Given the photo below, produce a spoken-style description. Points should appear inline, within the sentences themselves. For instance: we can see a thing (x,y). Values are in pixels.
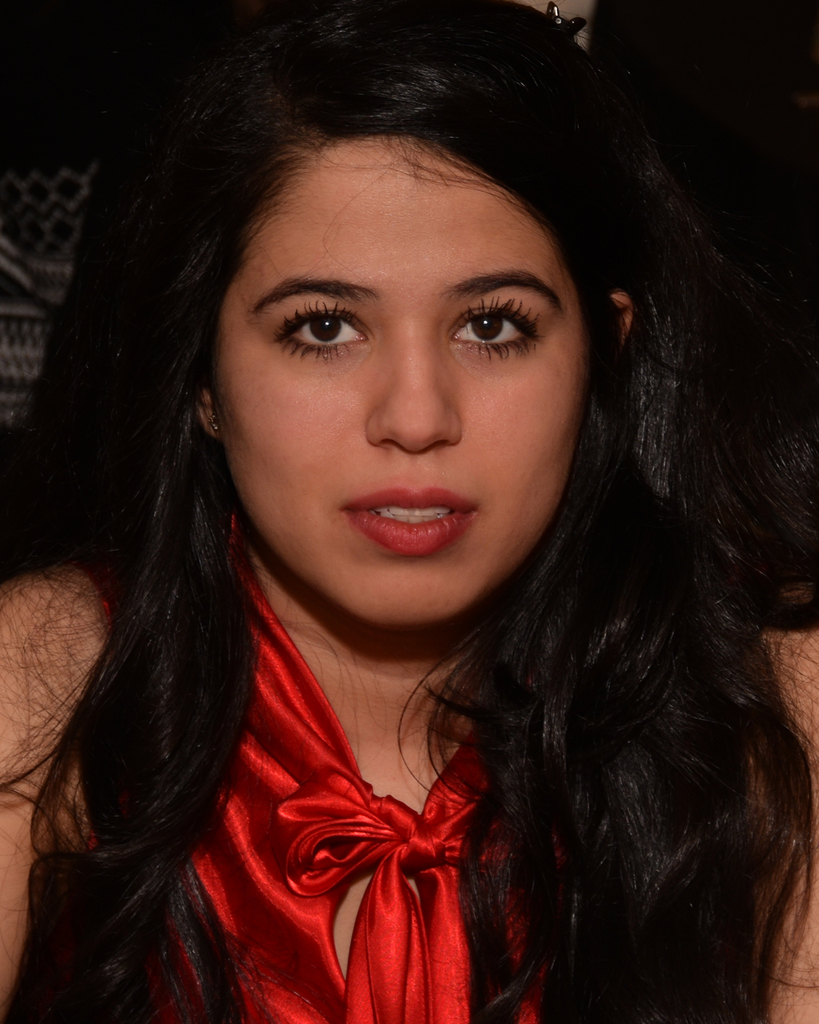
In this picture there is a woman (238,464) who is wearing red dress (426,853). She is sitting near to the wall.
